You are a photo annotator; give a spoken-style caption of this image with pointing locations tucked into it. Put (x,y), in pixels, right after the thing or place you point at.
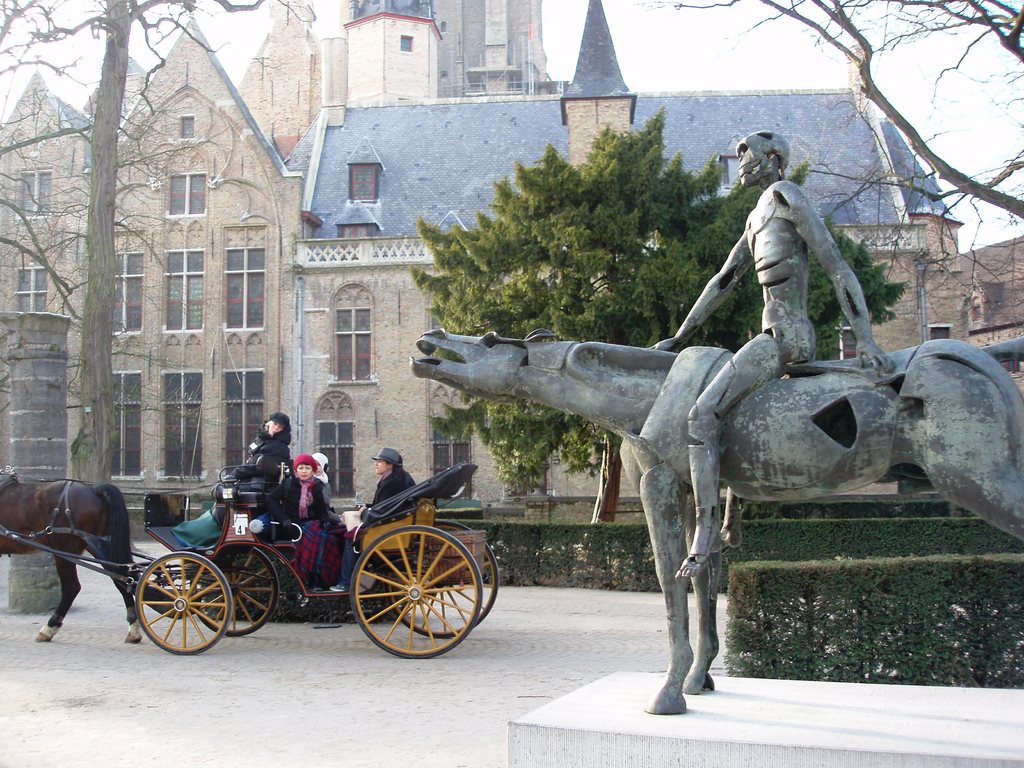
In this image in the right (800,342) there is a statue (802,349). In the left (300,526) few people (291,491) are on the horse cart (206,551). In the background (211,328) there are trees (578,249), buildings (310,286).
